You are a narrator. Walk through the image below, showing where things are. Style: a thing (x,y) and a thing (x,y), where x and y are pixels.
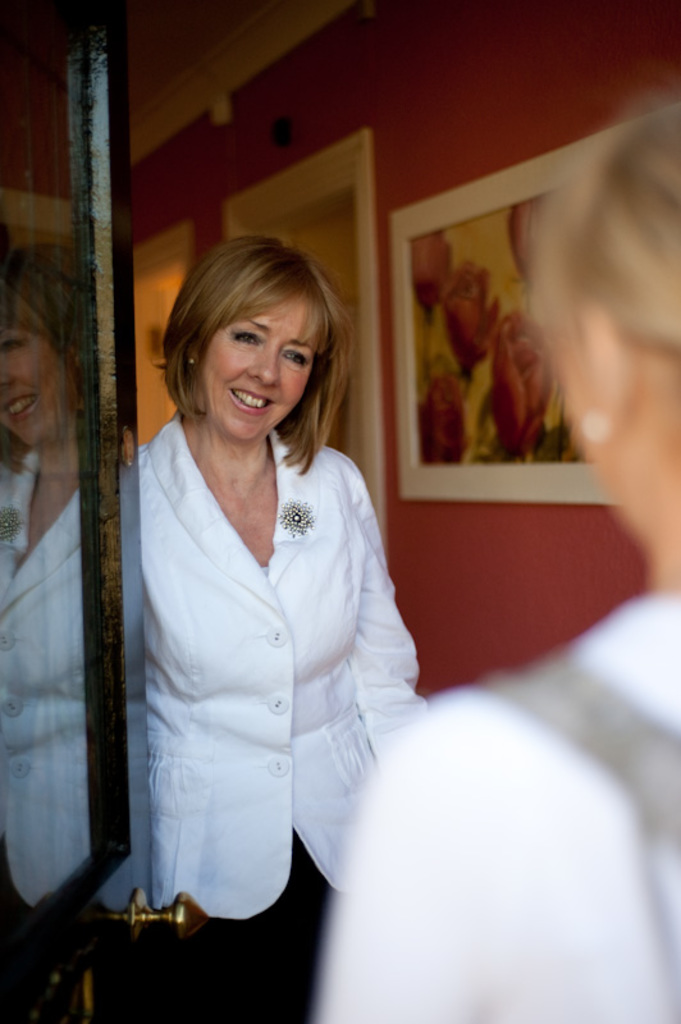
In this picture there is a lady (332,424) in the center of the image (407,676) and there is a door (110,334) on the left side of the image (114,376), there is another lady (637,465) on the right side of the image (544,936).
